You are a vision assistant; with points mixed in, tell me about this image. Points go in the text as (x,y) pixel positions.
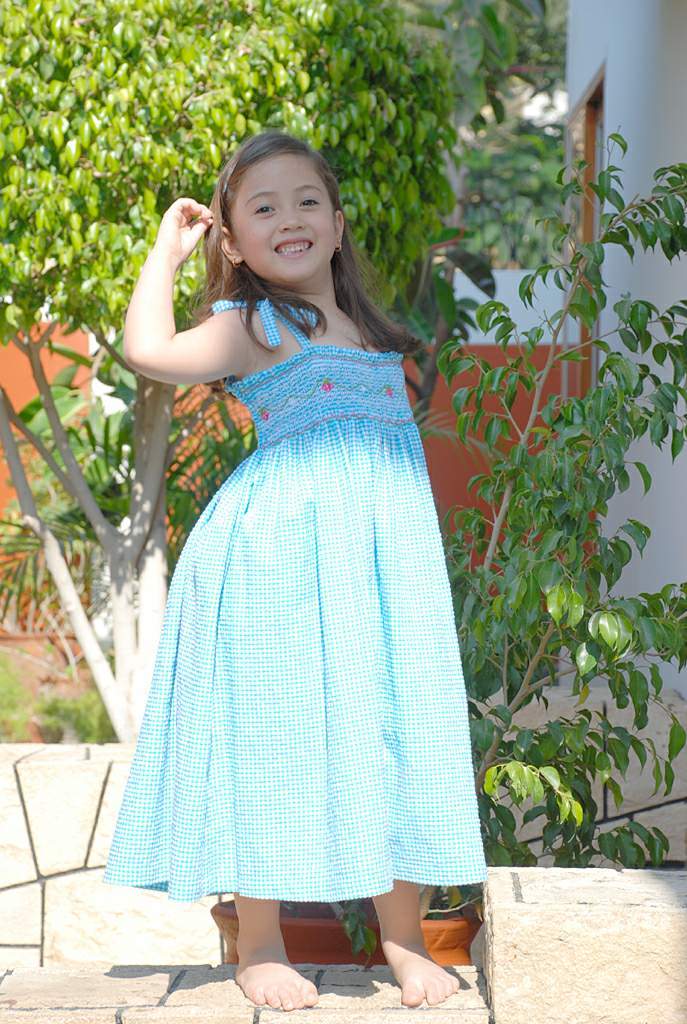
In this image there is a girl (316,856) standing on a pavement (464,981), in the background (496,341) there are plants (536,129).
